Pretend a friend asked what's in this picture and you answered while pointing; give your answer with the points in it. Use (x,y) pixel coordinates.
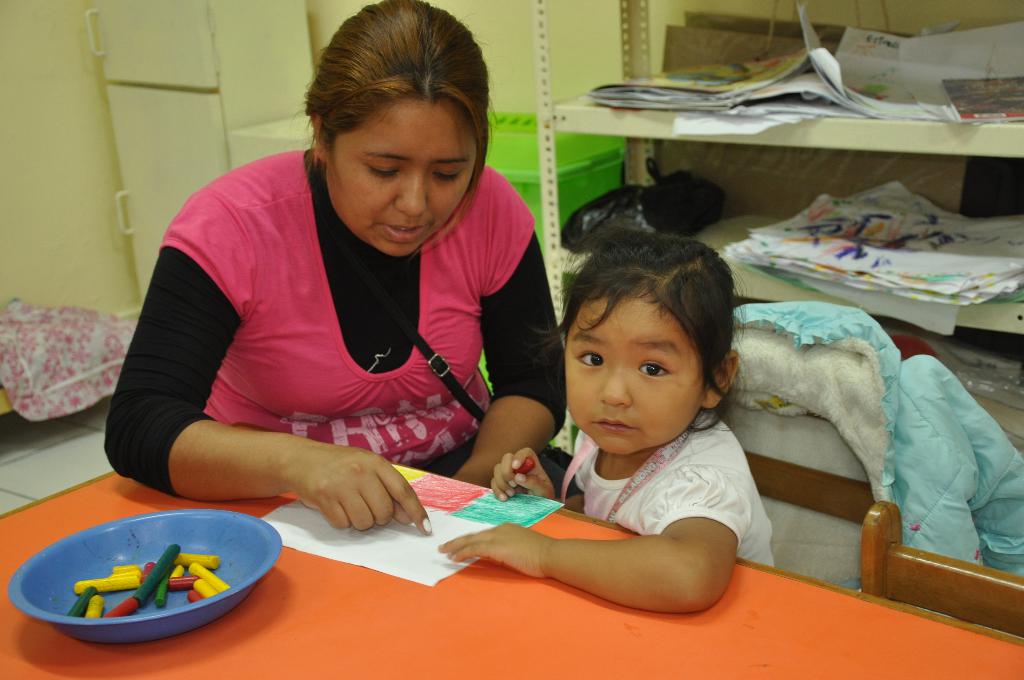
In the center of the image (520,385) there is a lady (448,58). There is a girl (567,321). There is a bowl (208,524) on the table (31,520). In the background of the image (240,38) there is a cupboard (139,289). There is wall (560,12) and there is rack (547,9).
